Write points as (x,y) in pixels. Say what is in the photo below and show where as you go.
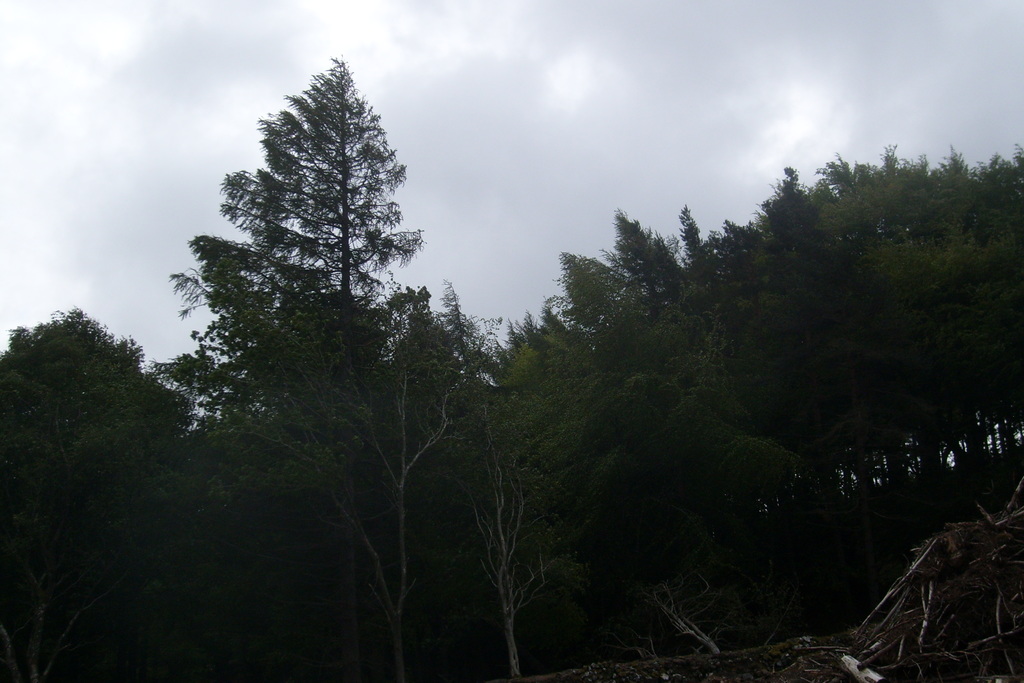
As we can see in the image there are trees (518,532), sky (355,47) and clouds (192,58).
